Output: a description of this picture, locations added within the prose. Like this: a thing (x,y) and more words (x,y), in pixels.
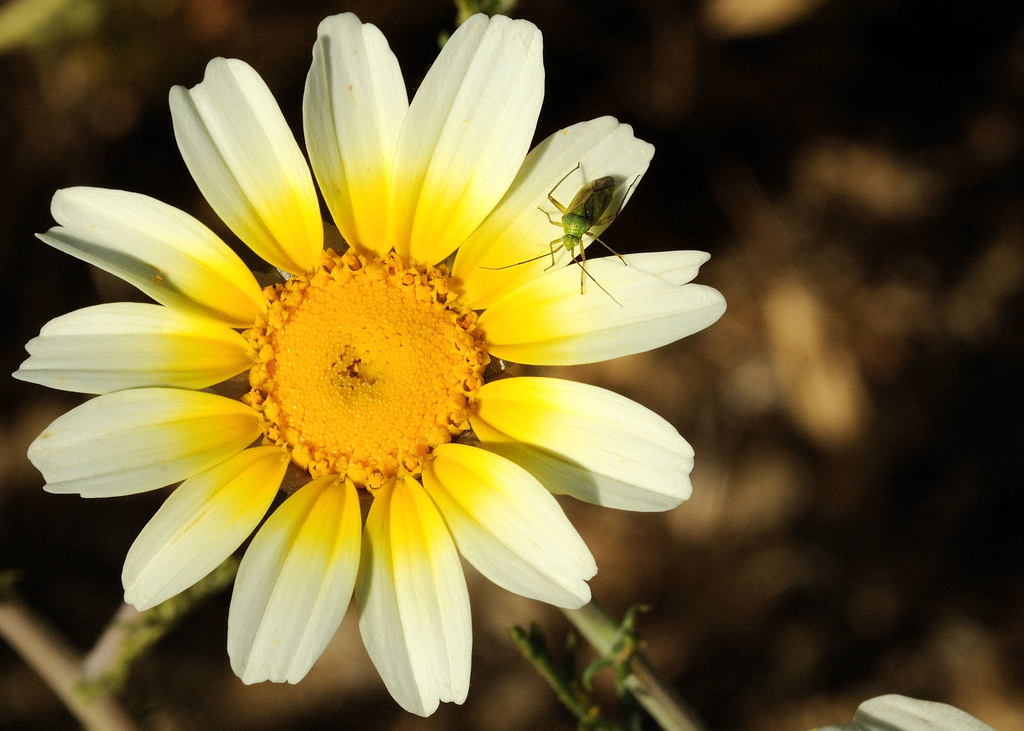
In this image there is a flower (445,437) and we can see an insect (563,247) on the flower (557,289). There are stems (138,628).
